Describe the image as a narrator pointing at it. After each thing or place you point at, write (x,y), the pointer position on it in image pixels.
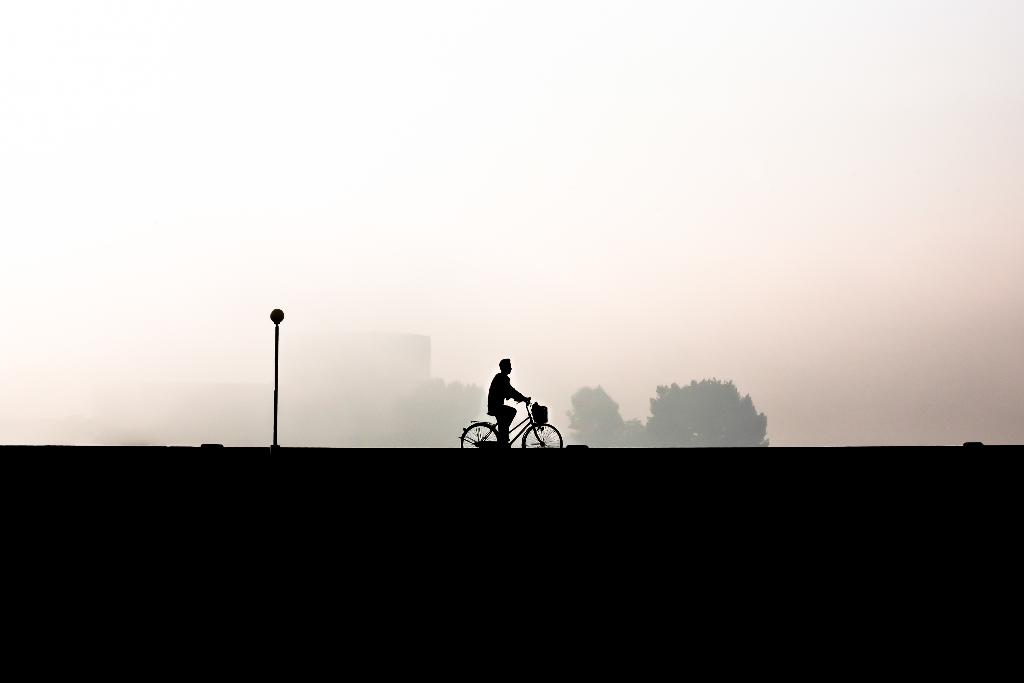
In the middle of the picture (507,361), we see the man (506,378) riding the bicycle (538,416). Behind him, we see a pole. At the bottom (511,593), it is black in color. In the background (415,409), we see the trees (595,399) and a building (386,406). At the top (336,108), we see the sky (302,239), which is covered with the fog (513,172).
